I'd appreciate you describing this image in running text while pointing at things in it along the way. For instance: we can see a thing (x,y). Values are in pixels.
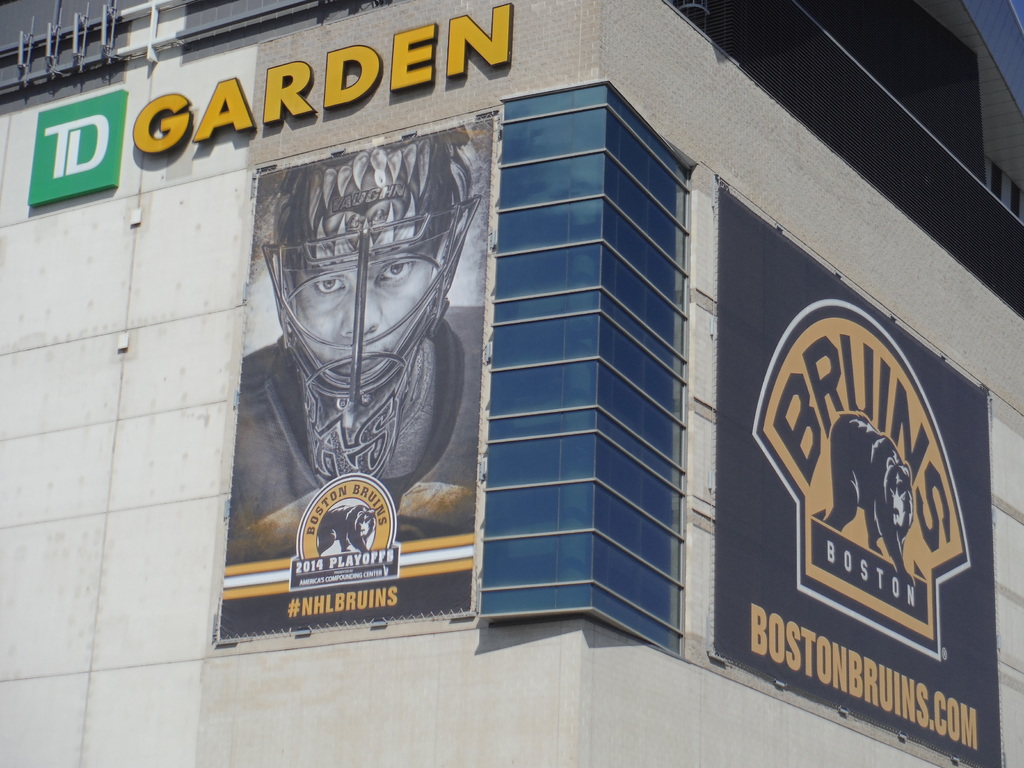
This picture is taken from outside of the building (515,691). In this image, in the middle (365,468), we can see a poster (379,399) which is attached to the building (1003,457), in the poster (387,373), we can see picture of a person (422,492) and some text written on it. At the top of the image (502,44), we can see a board (451,40).
